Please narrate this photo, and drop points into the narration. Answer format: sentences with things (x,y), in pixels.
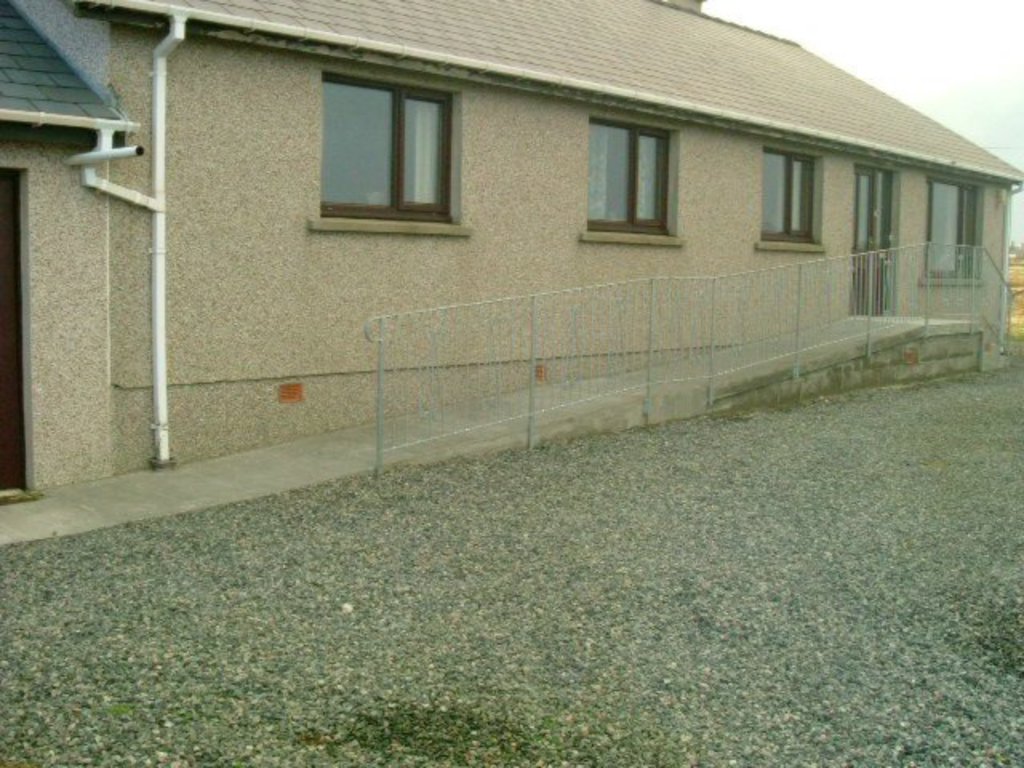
In this image in the center (380,461) there is a house (531,126), railing (923,256) and some pipes (156,373). At the bottom (634,635) there is a walkway (921,431), and at the top of the image (883,43) the sky (925,79).
